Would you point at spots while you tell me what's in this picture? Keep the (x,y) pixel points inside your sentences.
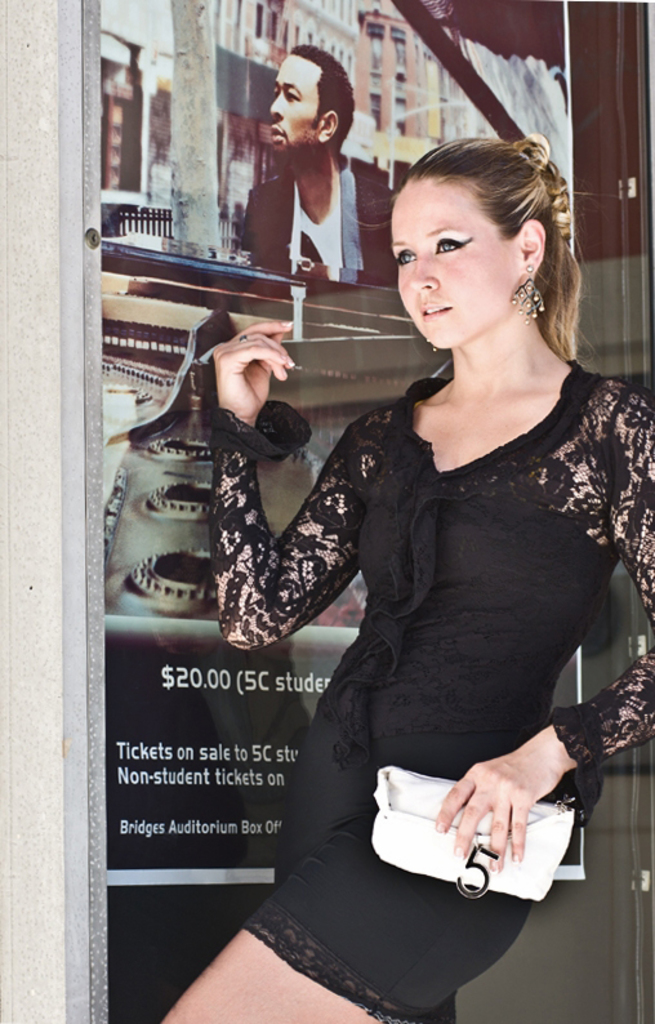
In this image we can see a woman (406,678) is standing and holding a bag (453,862) in her hand (457,851). In the background (286,685) we can see posters (149,708) on the glass (146,509).
